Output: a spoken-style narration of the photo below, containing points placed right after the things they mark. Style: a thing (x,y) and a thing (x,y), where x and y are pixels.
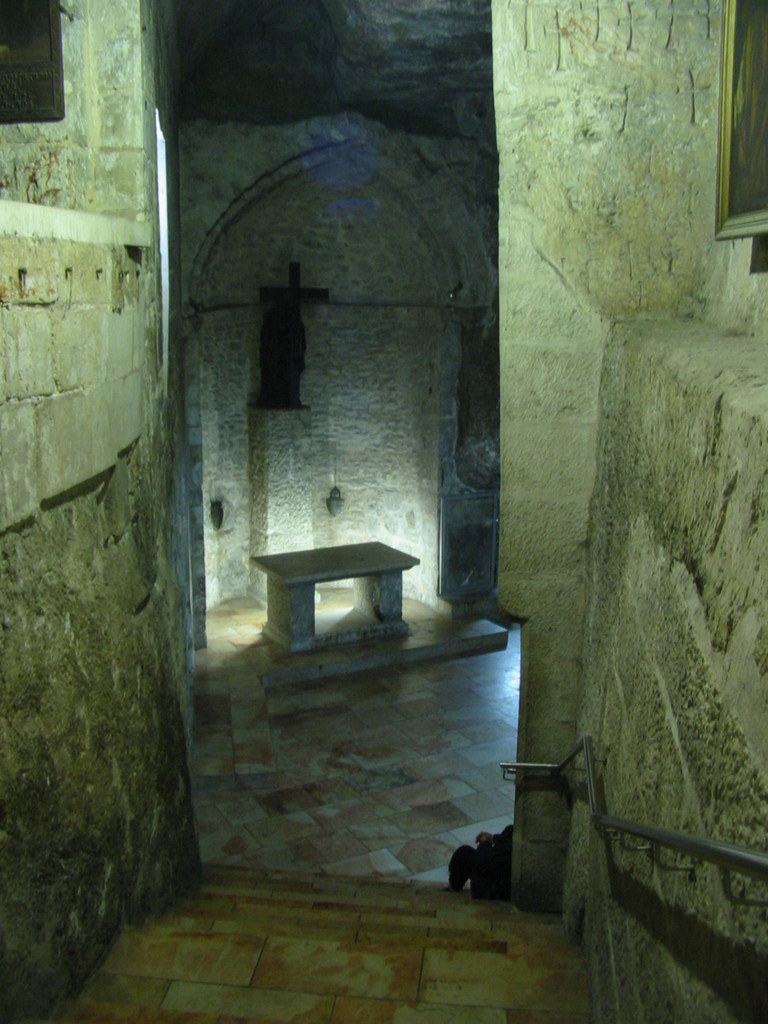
In this image we can see a person (481,886) sitting at the end of the staircase (412,898) and this picture looks like a interior of a castle (482,722). We can see a table (398,568) and there is a sculpture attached to the wall (321,274).
